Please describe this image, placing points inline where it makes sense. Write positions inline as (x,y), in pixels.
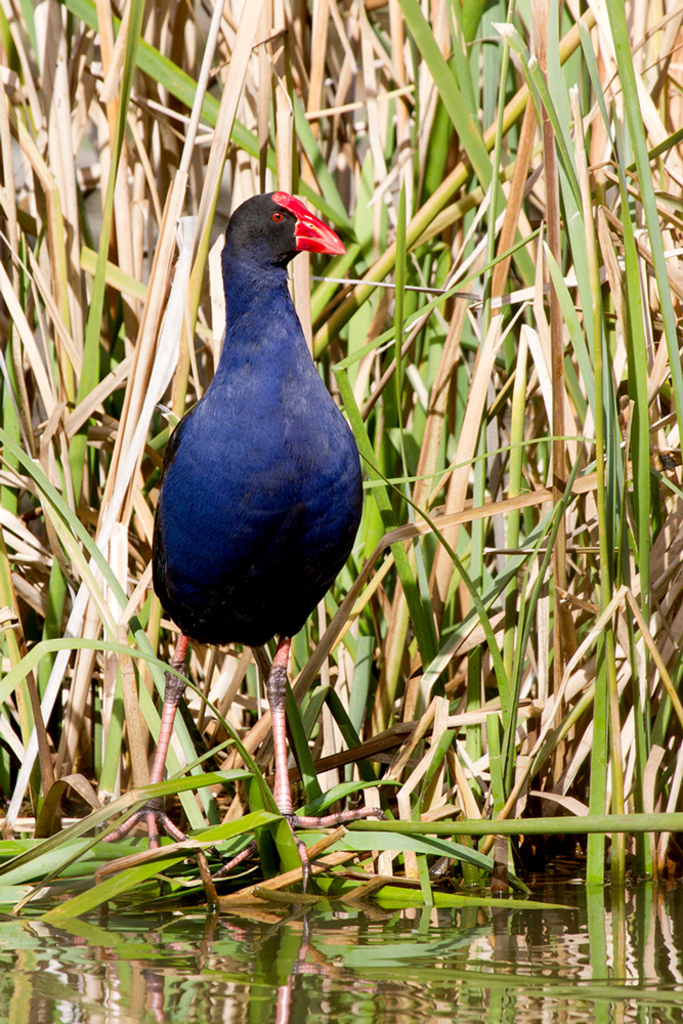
In this picture, in the middle (319,437), we can see a bird (318,424) standing on the water (436,937). In the background (22,103), we can see plants (118,796), at the bottom (512,944), we can see a water (391,941).
